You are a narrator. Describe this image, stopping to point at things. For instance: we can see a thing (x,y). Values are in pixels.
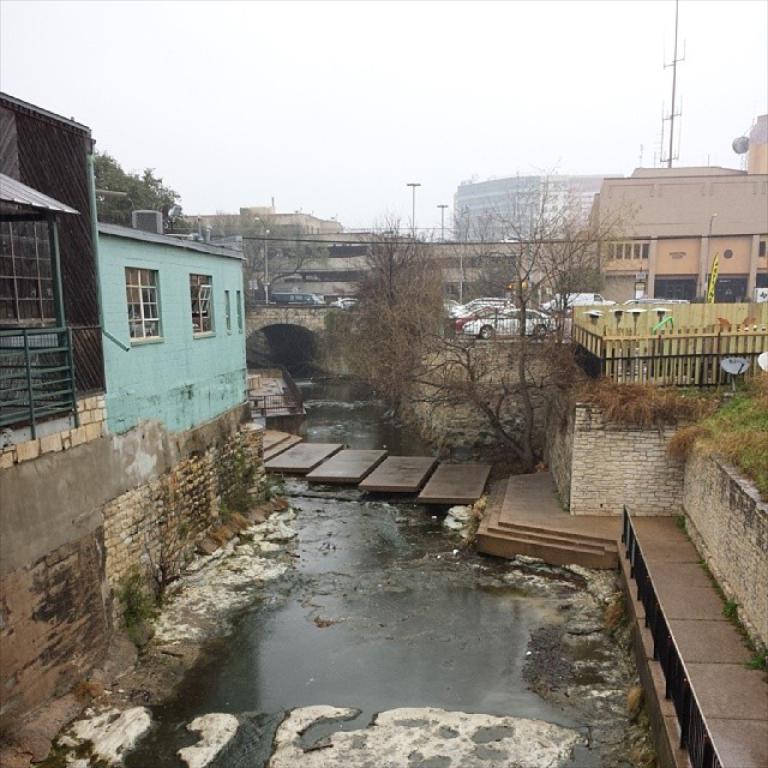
In this image we can see river (329,611) and bridge (278,318). Both sides of the image trees (400,338) and buildings (137,321) are present. The sky (314,103) is in white color.
